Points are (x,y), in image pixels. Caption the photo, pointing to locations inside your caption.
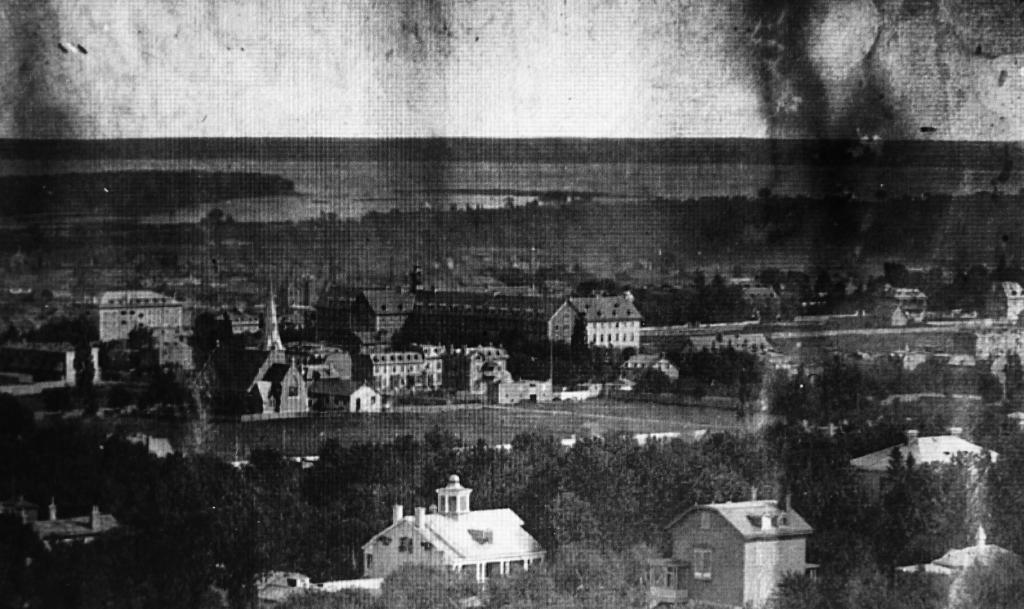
This is a black and white picture of a city (780,467), where there are buildings (785,508), trees (472,223), water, sky (232,109).
